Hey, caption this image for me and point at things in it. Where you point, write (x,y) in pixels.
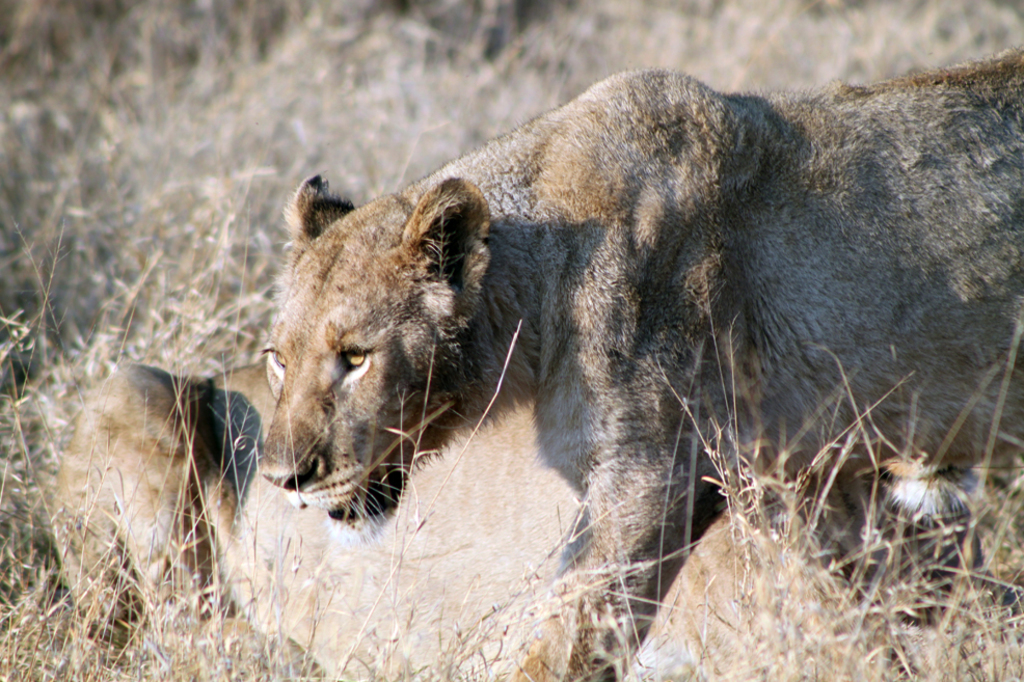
In this picture there is a lion (719,203), beside him we can see another lion (490,594) which is lying on the ground (721,37). At the top (721,37) we can see the grass (625,60).
